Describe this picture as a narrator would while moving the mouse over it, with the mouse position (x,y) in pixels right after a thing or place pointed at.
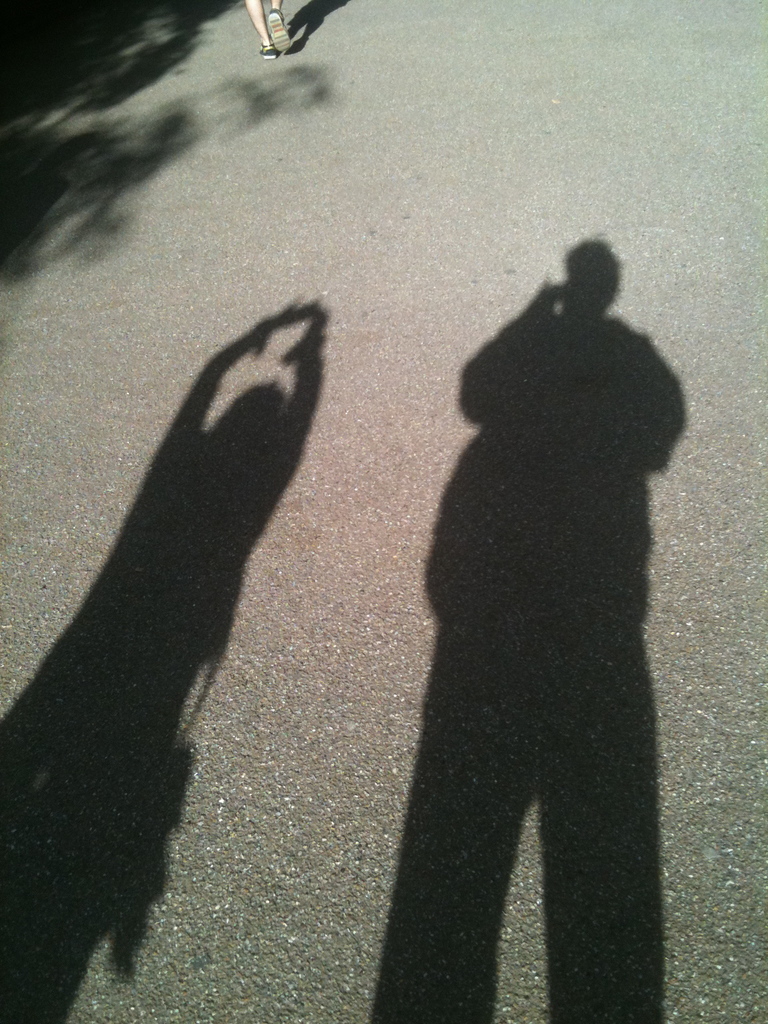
There is a road (333,202). On the road (277,339) we can see shadows (457,468) of two persons (520,577). At the top (279,36) we can see legs (262,15) of a person (274,35).
